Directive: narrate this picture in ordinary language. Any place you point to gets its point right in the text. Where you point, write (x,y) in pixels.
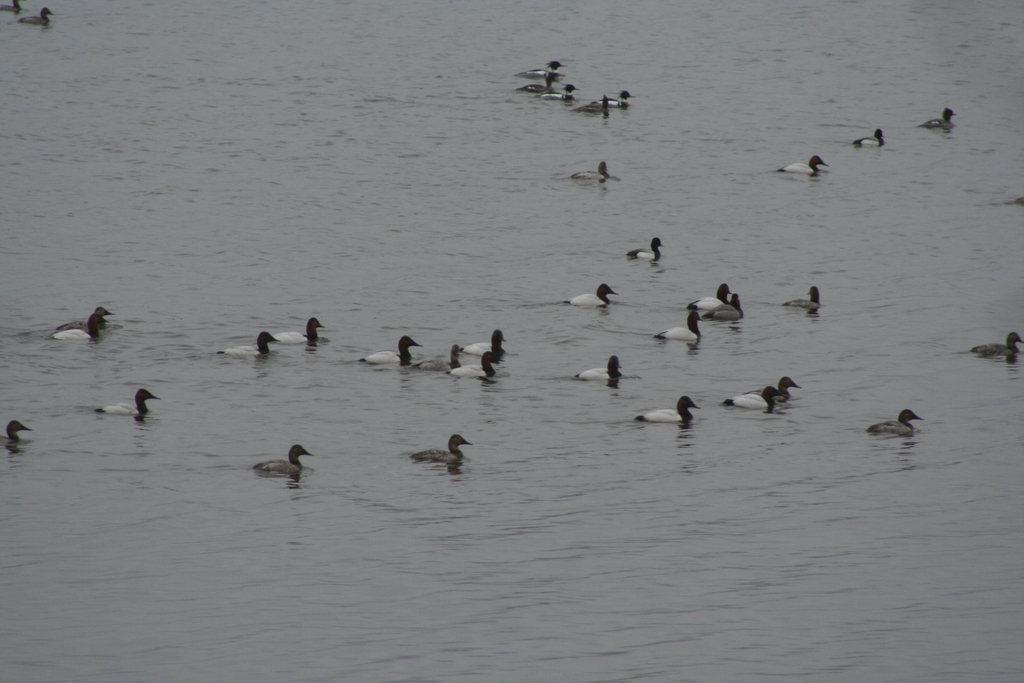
This image is taken outdoors. At the bottom of the image (308,585) there is a pond (231,550) with water (226,149). In the middle of the image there are many ducks (892,422) in the pond (654,108).
